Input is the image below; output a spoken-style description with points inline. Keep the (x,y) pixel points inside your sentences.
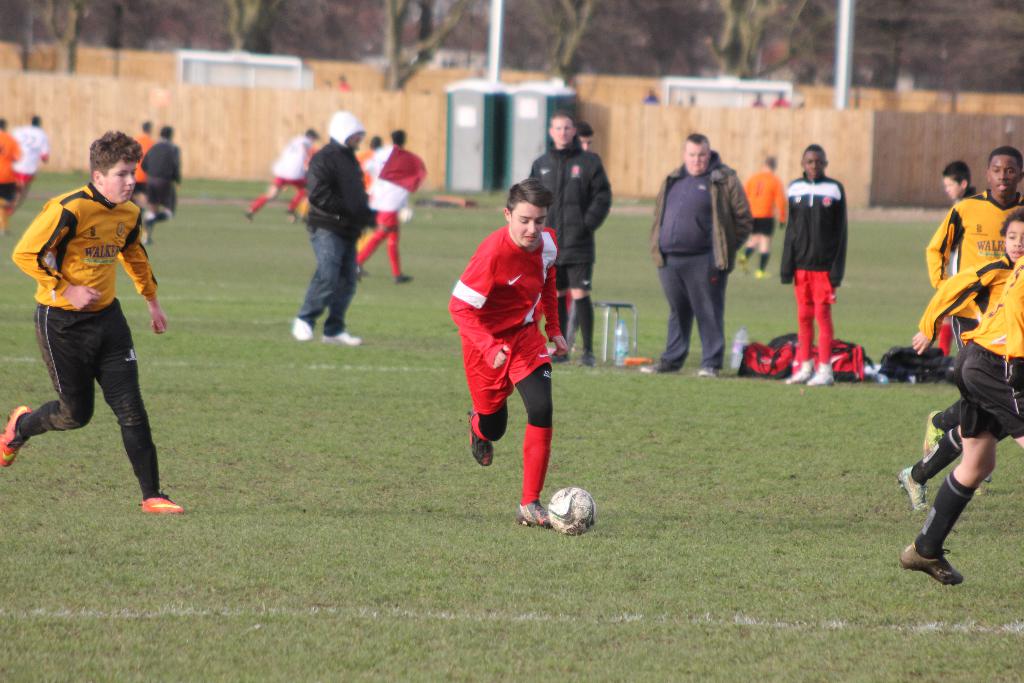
In this image i can see a group of people (87,301) playing foot ball at the back ground (242,123) i can see a wooden wall (248,140), a door (471,147), a pole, and a tree (396,24).
